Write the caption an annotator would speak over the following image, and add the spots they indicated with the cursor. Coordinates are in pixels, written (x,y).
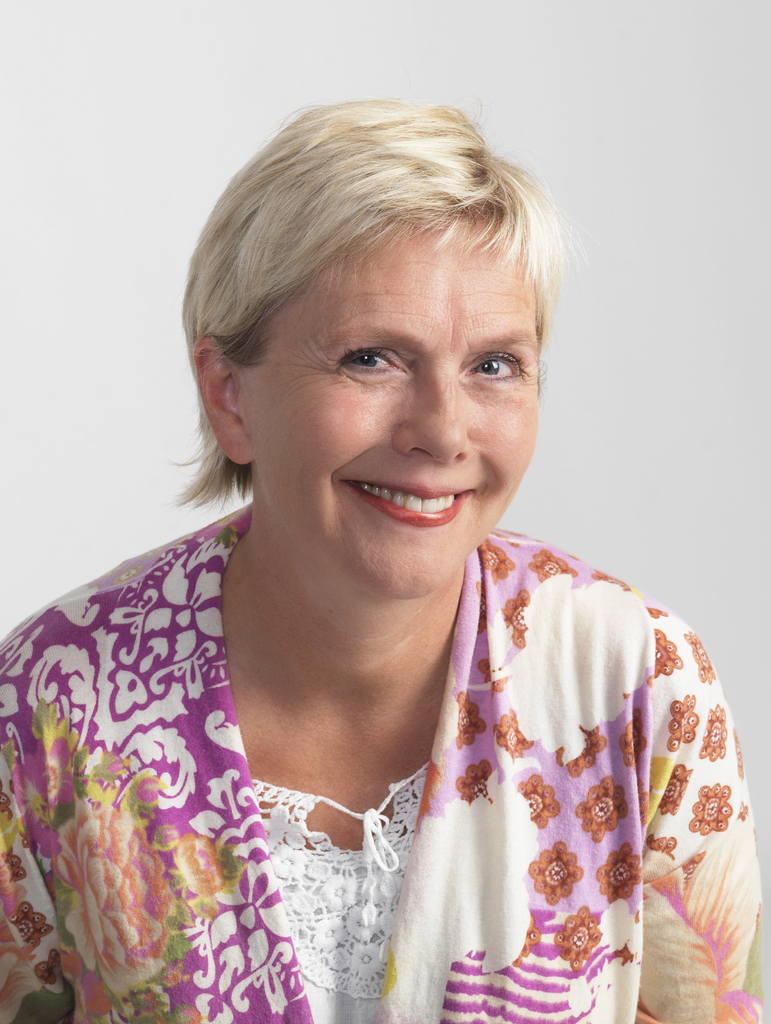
In the image we can see close up picture of the woman (365,713) and the woman (359,529) is smiling.
